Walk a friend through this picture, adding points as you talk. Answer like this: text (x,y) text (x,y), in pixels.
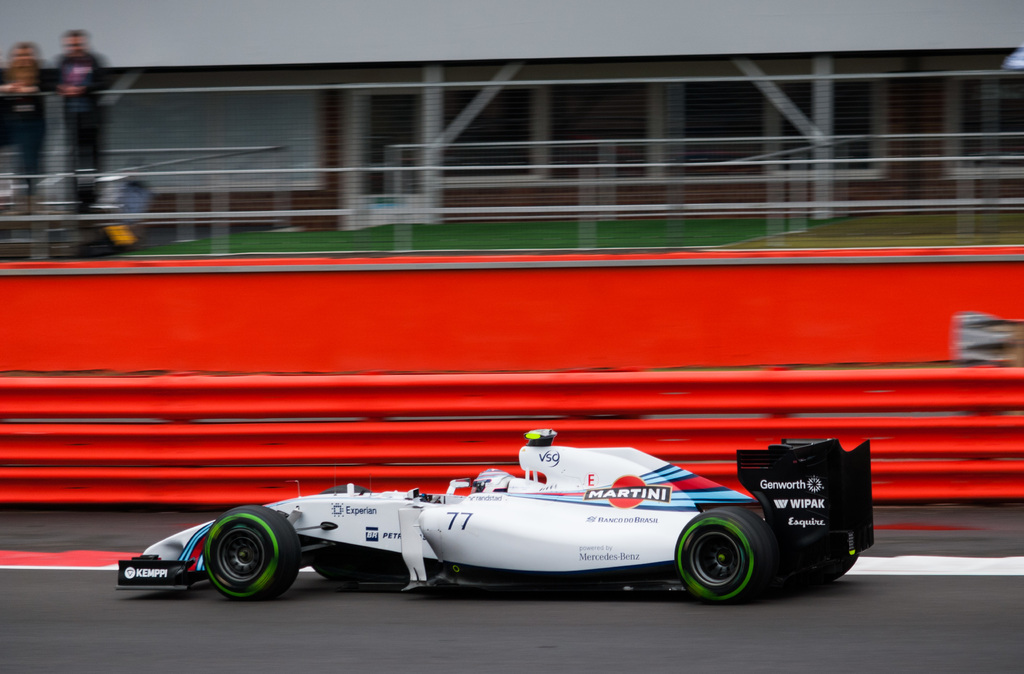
In this image there is a sports car (546,562) on the road (473,643). In the background (274,365) there is boundary (476,298), building (382,137). Two people (71,92) are standing here. The image is hazy.
